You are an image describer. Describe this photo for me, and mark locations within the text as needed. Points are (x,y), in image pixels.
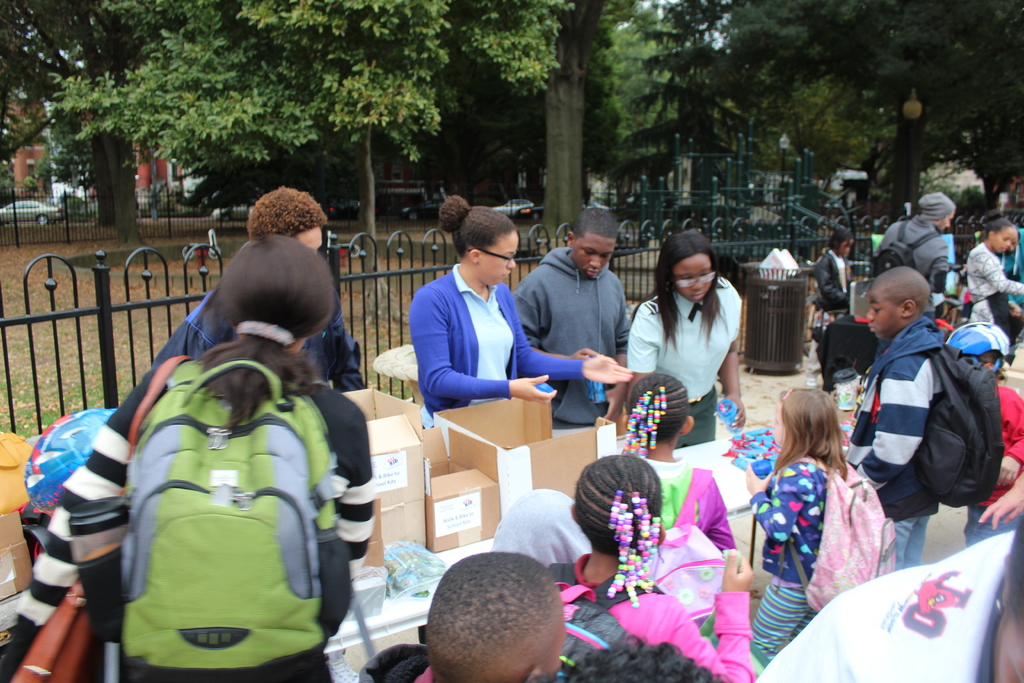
In the picture we can see some children (785,507) and some people (840,672) are standing, wearing the bags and in front of them, we can see a table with some boxes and behind the table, we can see some people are standing and showing some things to the children (781,633) and in the background (251,179) we can see the trees (253,195) and some vehicles (26,213) are parked near it.
